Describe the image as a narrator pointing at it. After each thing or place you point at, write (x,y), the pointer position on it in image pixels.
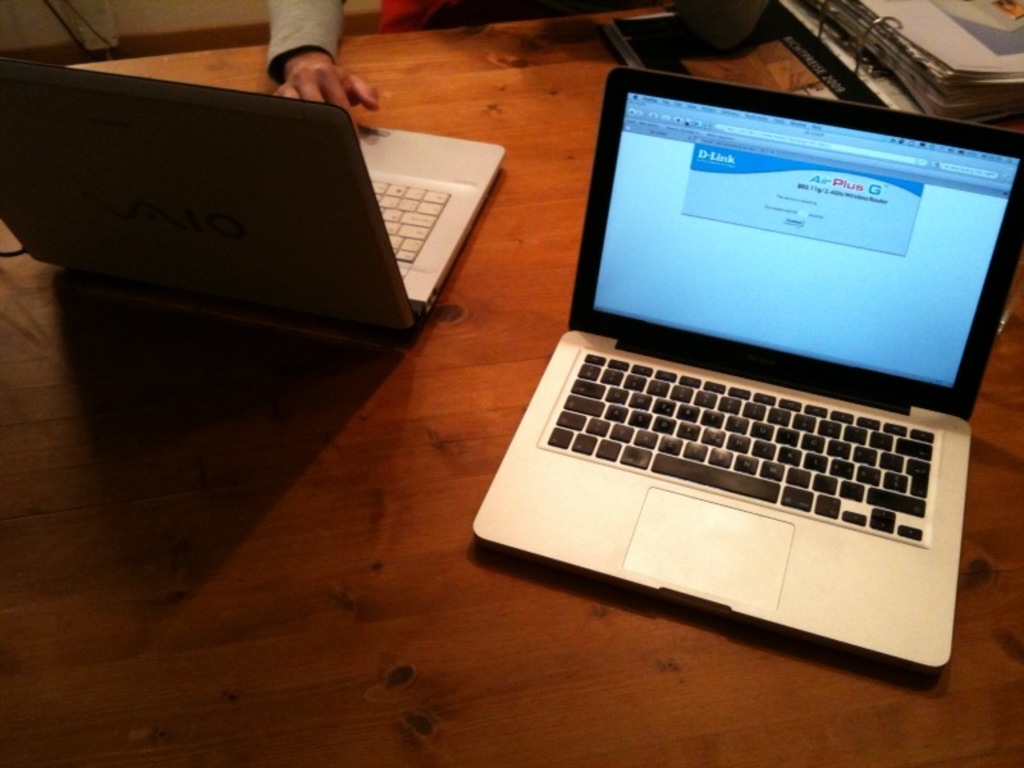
In this image there are two laptops (366,222) kept on the wooden table (306,542). In the background (889,74) there is a bunch of file (866,52) and hand (302,57) of a person (311,40) working on a laptop (369,183) which is on the left side (331,188). On the right side (823,278) laptop (814,265) there is a screen window (763,229) which is written D-link airplus g.
